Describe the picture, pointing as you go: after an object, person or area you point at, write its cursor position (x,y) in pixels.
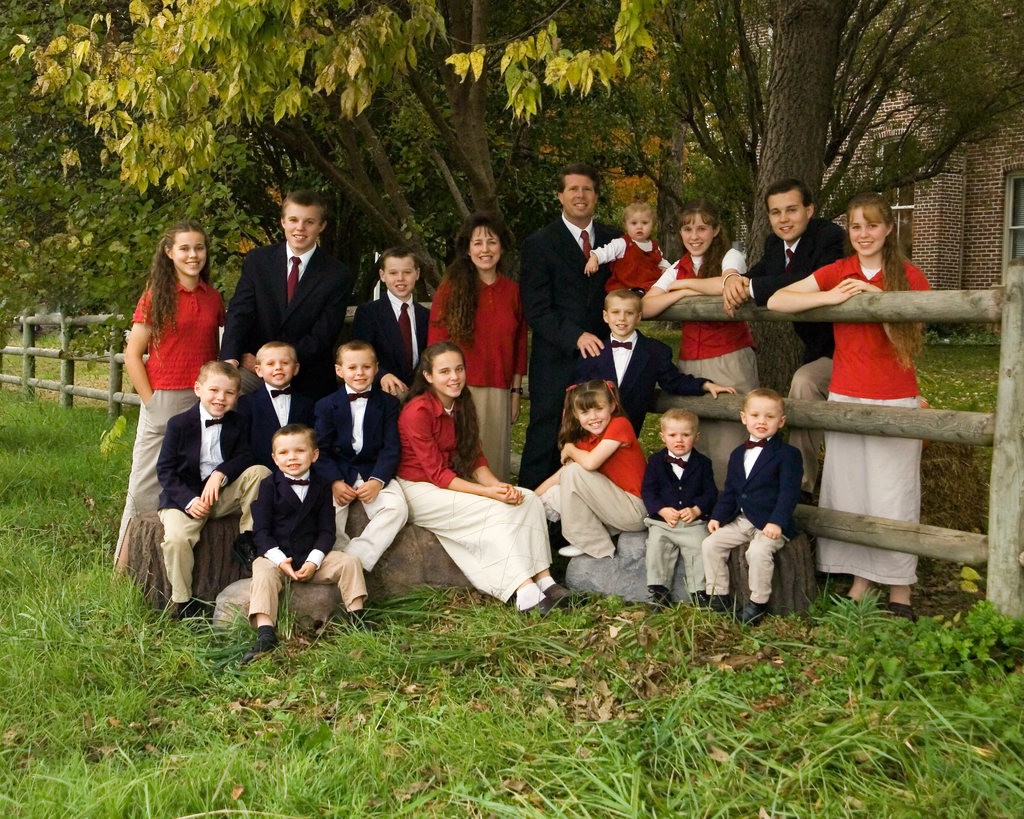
Here I can see few men (524,307), women (483,279) and children (580,480) are smiling and giving pose for the picture. Children (571,484) are sitting on the rocks (440,565). At the bottom of the image (322,753) I can see the grass (273,760). On the right side (954,316), I can see fencing (878,410). Few women (856,504) and a man (770,261) are standing and leaning to that fencing (790,315). In the background (322,130), I can see the trees (600,125) and building (980,198).
